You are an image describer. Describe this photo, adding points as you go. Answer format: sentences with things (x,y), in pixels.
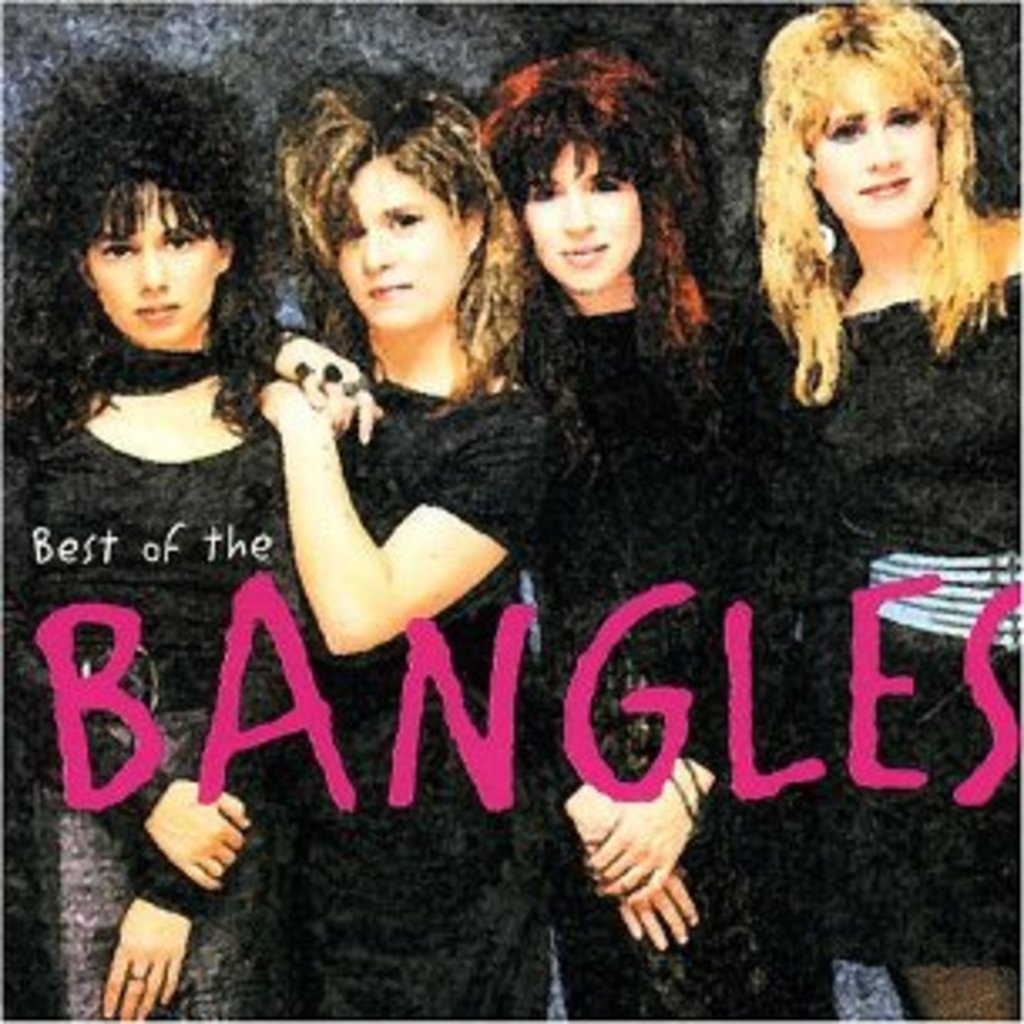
In this image we can see a poster (198,168) in which some text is written on it. And we can see 4 ladies (500,483) are seen in the different postures. And we can see the different hairstyles (212,151) black, curly, wavy, whitey.
